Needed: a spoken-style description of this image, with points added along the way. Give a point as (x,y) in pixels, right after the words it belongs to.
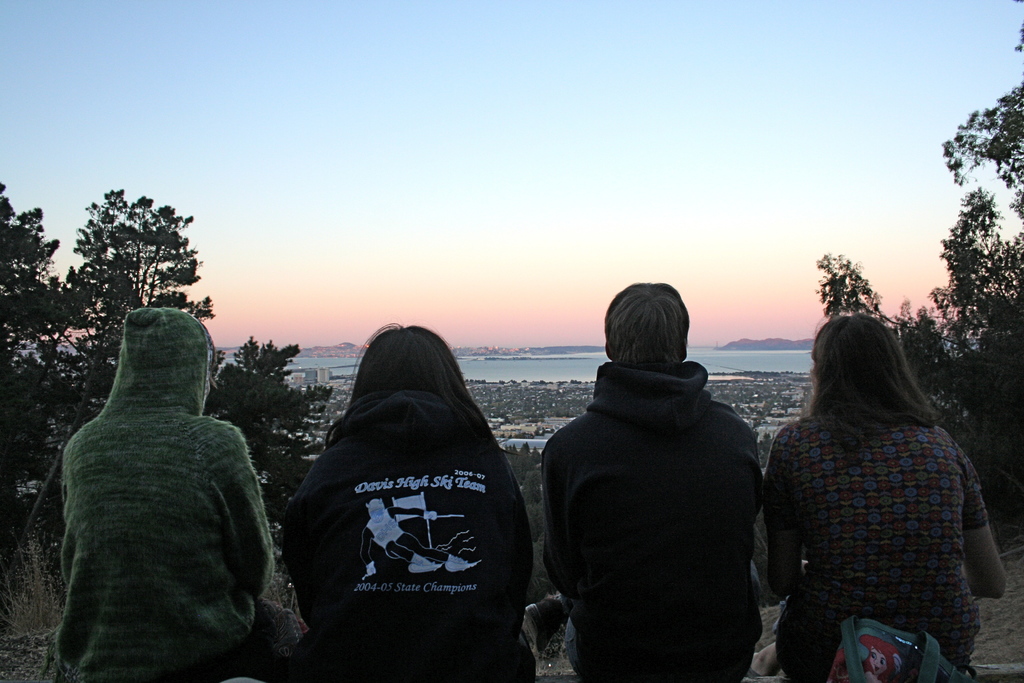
This is an outside view. In the foreground (439,584), I can see four people (444,528) are sitting. In the background (89,327), I can see many trees (984,256) and buildings (517,401). At the top (538,84) I can see the sky (336,122).
